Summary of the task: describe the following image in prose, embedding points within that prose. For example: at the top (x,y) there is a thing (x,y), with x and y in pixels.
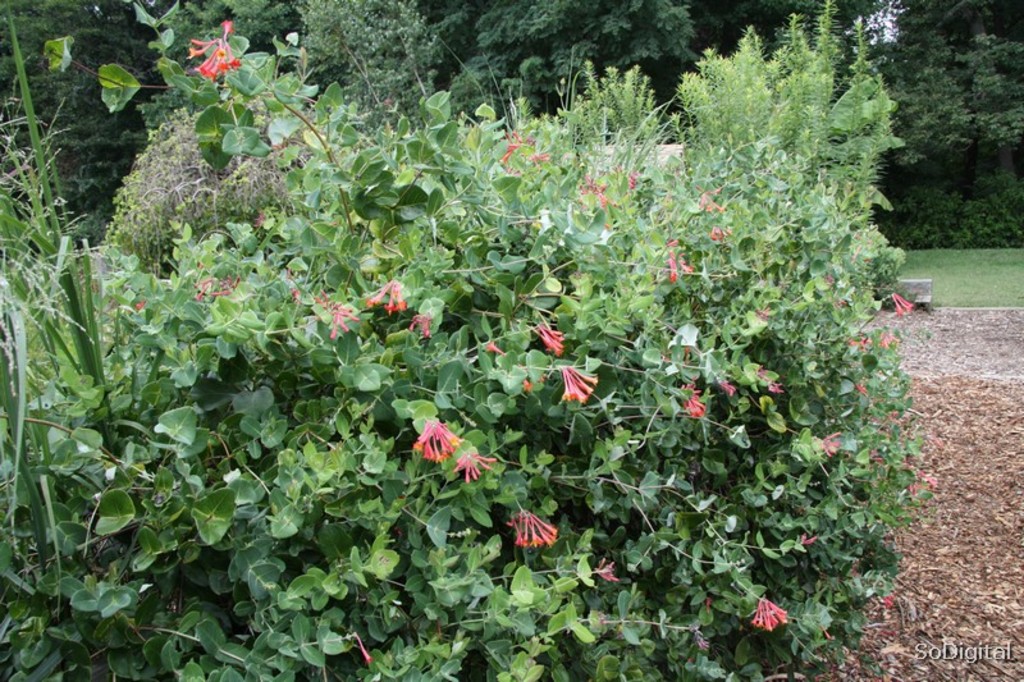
As we can see in the image, there are plants (456,437) with flowers (441,426), grass (943,291) and lots of trees (758,32) in the background (642,3).
